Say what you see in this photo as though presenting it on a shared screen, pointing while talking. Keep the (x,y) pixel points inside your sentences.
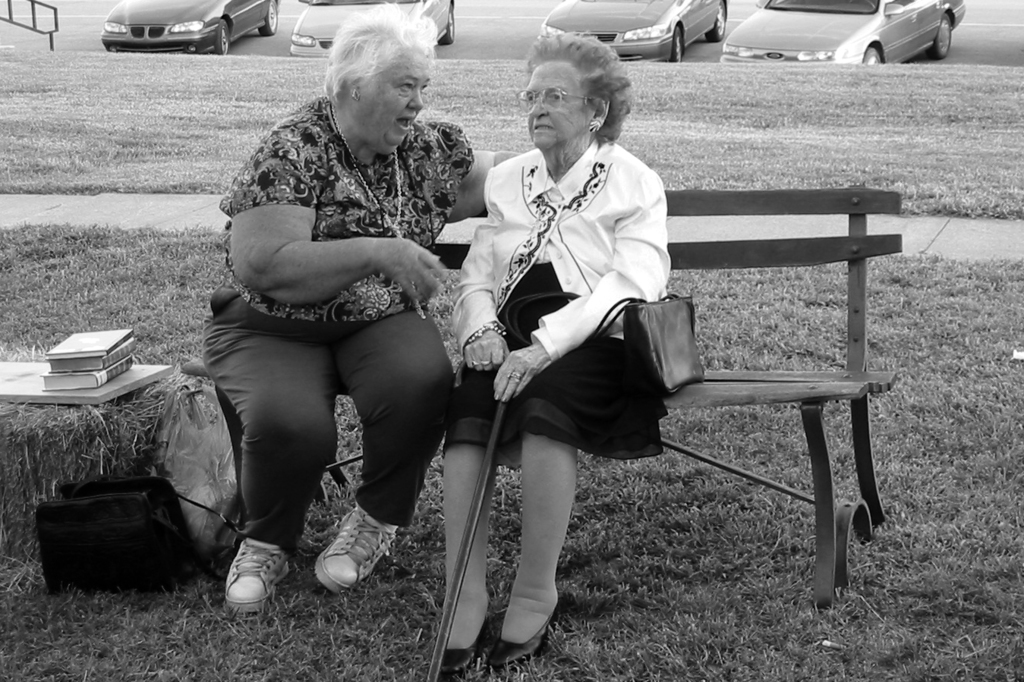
Two women (291,172) are talking to each other sitting on a bench (810,388).
